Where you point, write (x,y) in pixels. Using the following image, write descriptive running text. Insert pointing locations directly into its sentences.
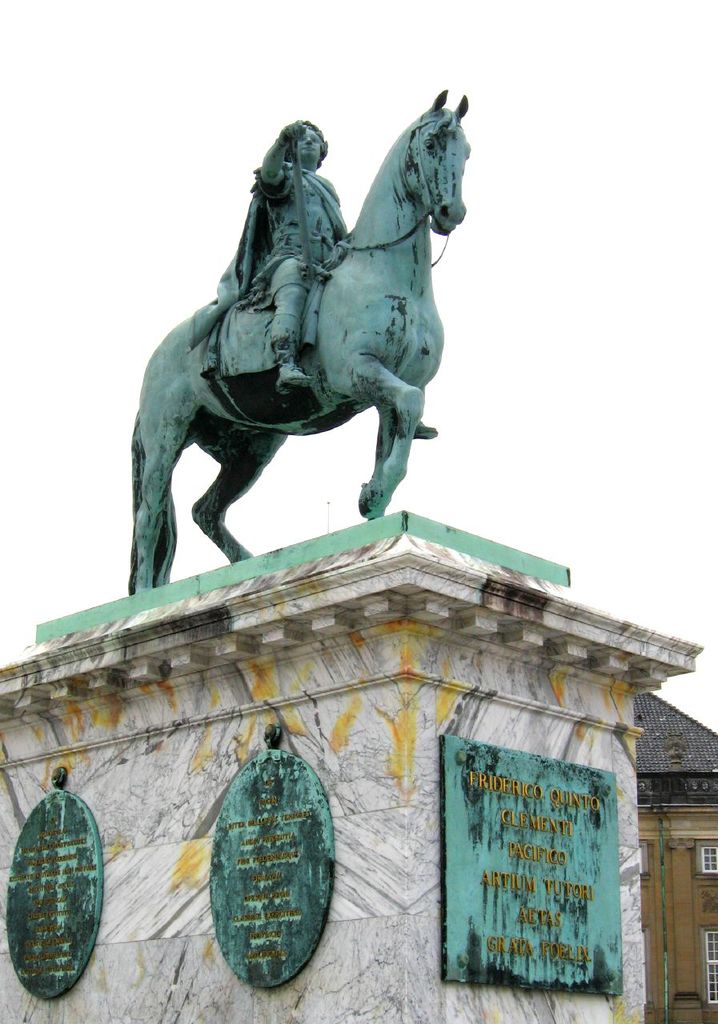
In this picture there is a statue of a person (210,320) sitting on the horse (338,419) and there are boards (506,915) on the wall (353,889) and there is text (555,878) on the boards (515,865). At the back (670,995) there is a house (680,1000) and there is a pole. At the top (611,225) there is sky (606,240).
